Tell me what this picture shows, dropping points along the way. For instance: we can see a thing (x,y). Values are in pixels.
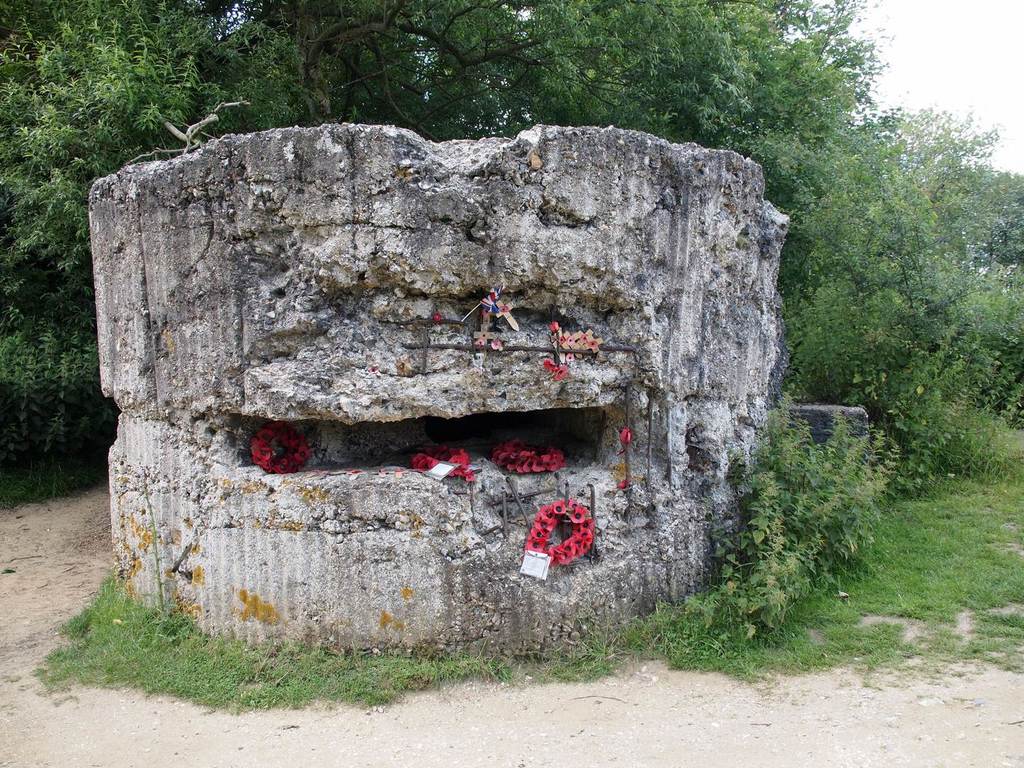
In this image I can see a big rock (712,523) in the middle (678,480) with some objects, around that we can see some grass (824,661), plants (869,390), road (17,672) and trees (17,235).
